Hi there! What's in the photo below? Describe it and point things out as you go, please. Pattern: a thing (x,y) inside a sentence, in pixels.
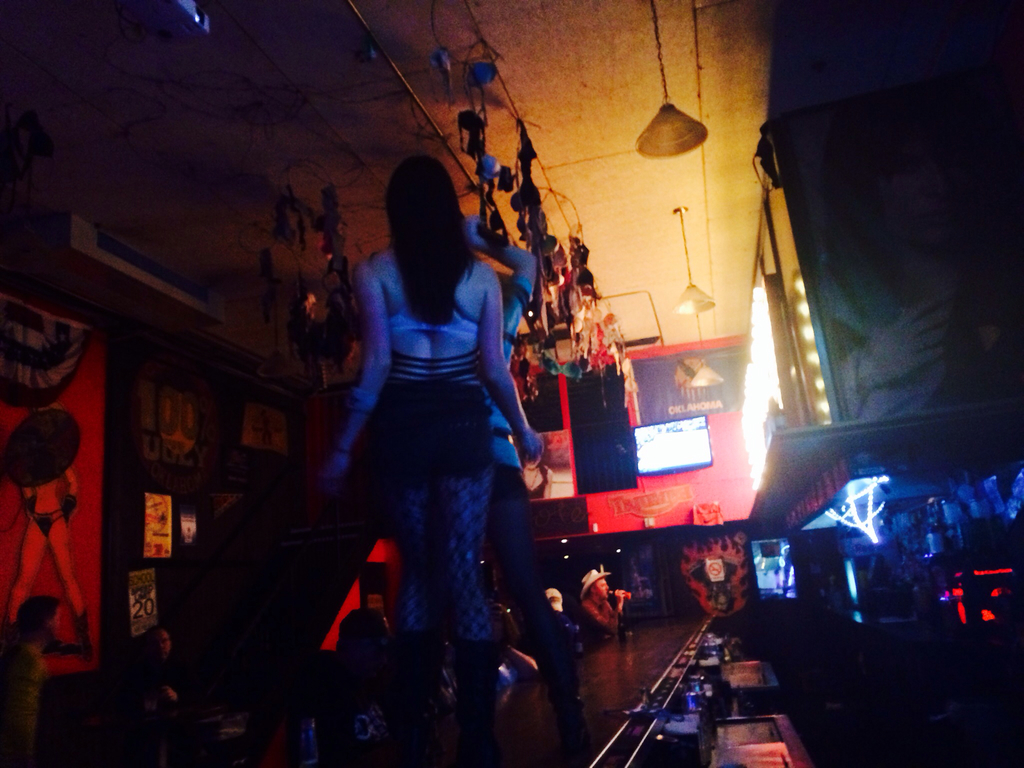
The picture is taken in a room (713,320). In the center of the picture (494,343) there are two persons (461,476). On the right (770,668) there are glasses (699,688), trays (749,720), lights (828,516) and other objects (797,406). On the left (32,674) there are people (32,674), posters (46,414) and frames (69,571). In the center of the background (658,577) there are people (607,635), desk (609,666) and other objects (693,581). At the top (537,249) there are some objects (535,292).
